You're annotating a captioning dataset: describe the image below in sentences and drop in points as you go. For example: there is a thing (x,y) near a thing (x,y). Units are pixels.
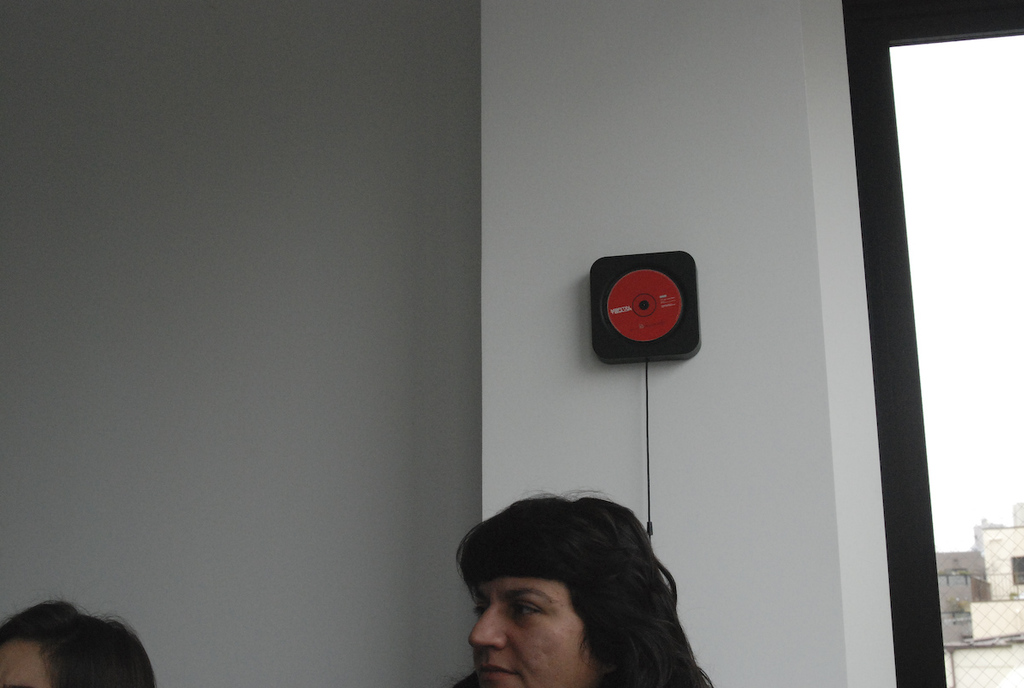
At the bottom of the image (497,537) two persons (543,545) are sitting. Behind them we can see a wall (607,53), on the wall (578,239) we can see an object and glass window (968,529). Through the glass window (966,664) we can see some buildings (1007,665) and sky (969,516).
